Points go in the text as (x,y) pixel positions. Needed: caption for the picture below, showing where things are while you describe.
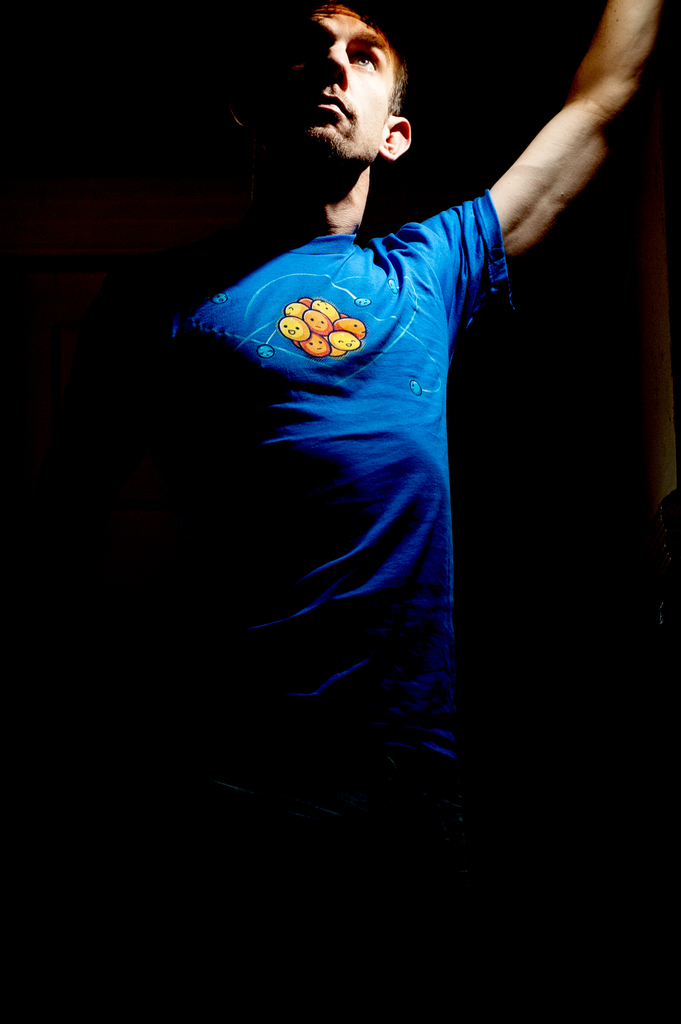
This image consists of a man (390,333) wearing a blue T-shirt (426,528). The background (7,450) is too dark.
